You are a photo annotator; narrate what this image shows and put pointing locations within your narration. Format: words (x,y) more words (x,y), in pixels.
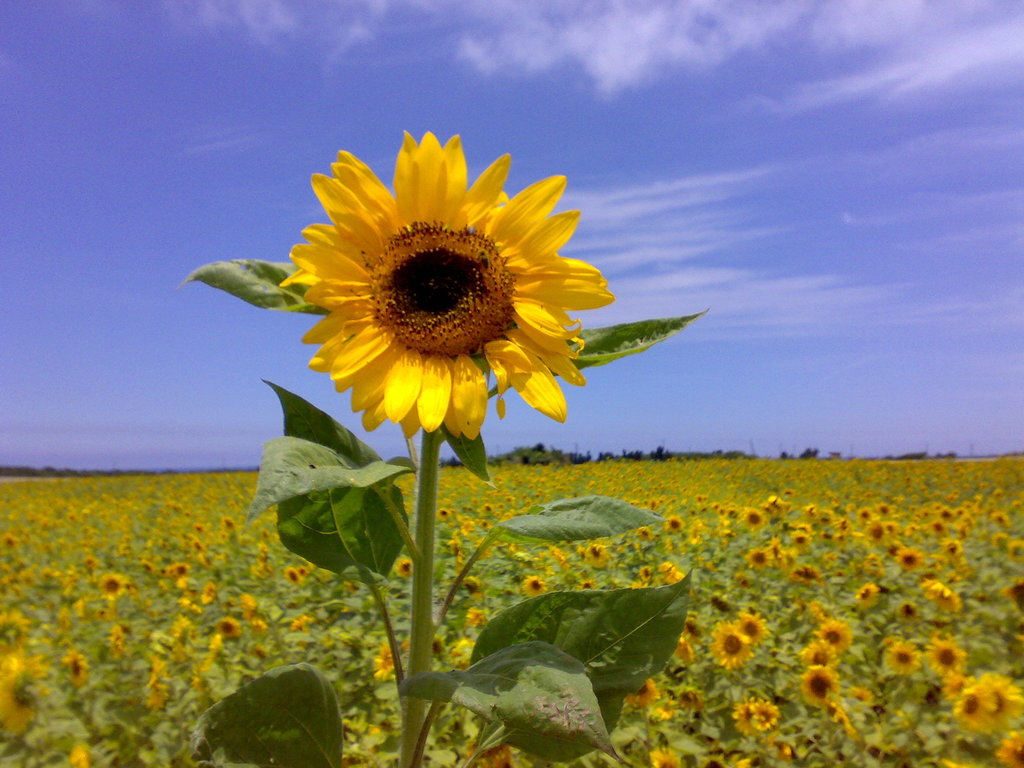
In this picture i can see sunflower plants (447,597). In the background (572,413) i can see sky (603,410).
